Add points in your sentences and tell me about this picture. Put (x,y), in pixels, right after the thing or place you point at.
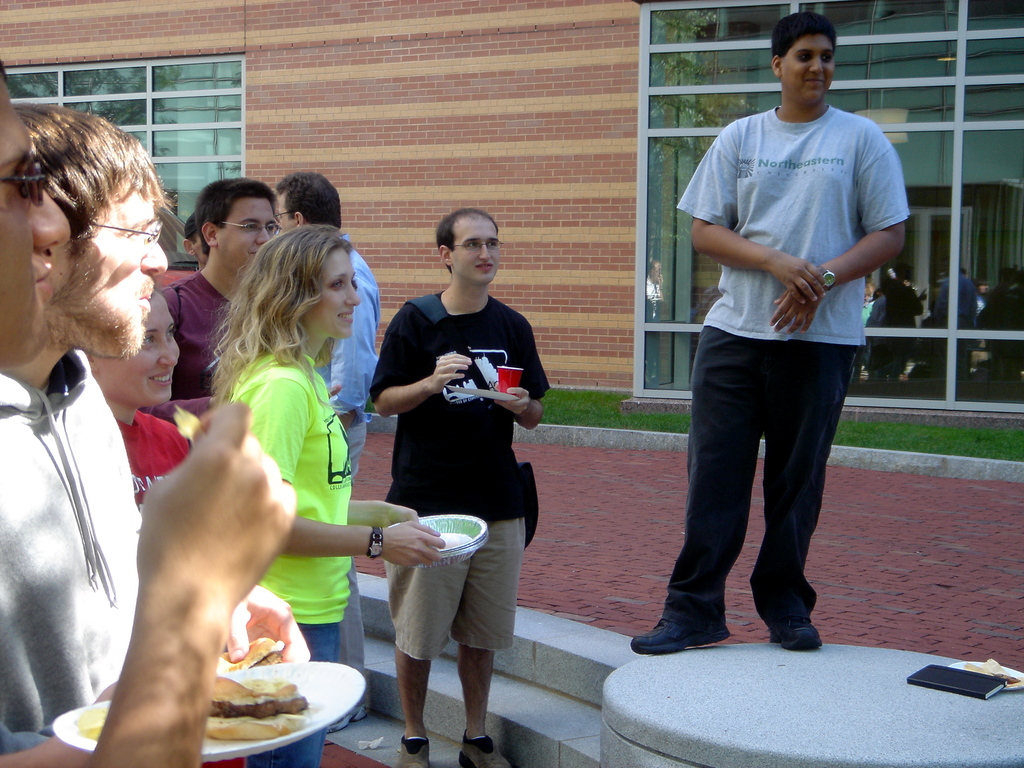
In this image, we can see a group of people (0,578). Few people (44,669) are smiling and holding some items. Here we can see a stairs (561,705), few things (964,671), walkway (984,586). Background (554,269) there is a wall (536,235), glass doors (908,145) and grass (586,409).
